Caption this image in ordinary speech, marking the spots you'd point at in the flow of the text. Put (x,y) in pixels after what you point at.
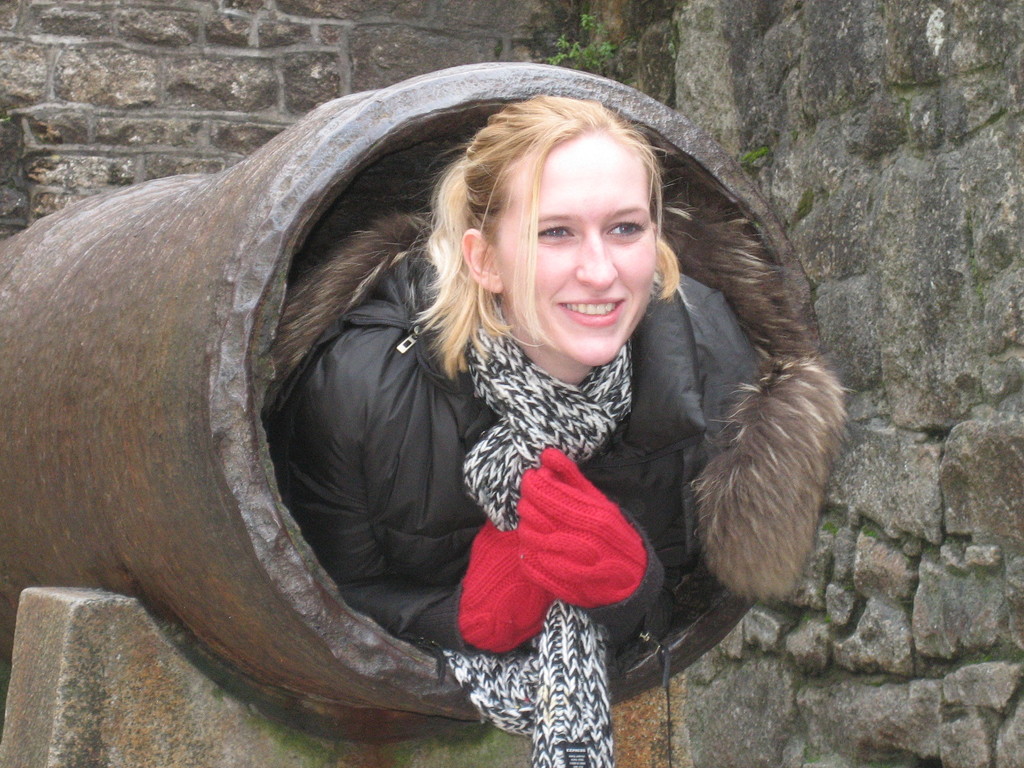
In this image, we can see a person (606,326) inside tunnel (448,95). This person (717,387) is wearing clothes (449,452) and gloves (526,474). In the background (871,615), we can see a rock wall (903,335).
